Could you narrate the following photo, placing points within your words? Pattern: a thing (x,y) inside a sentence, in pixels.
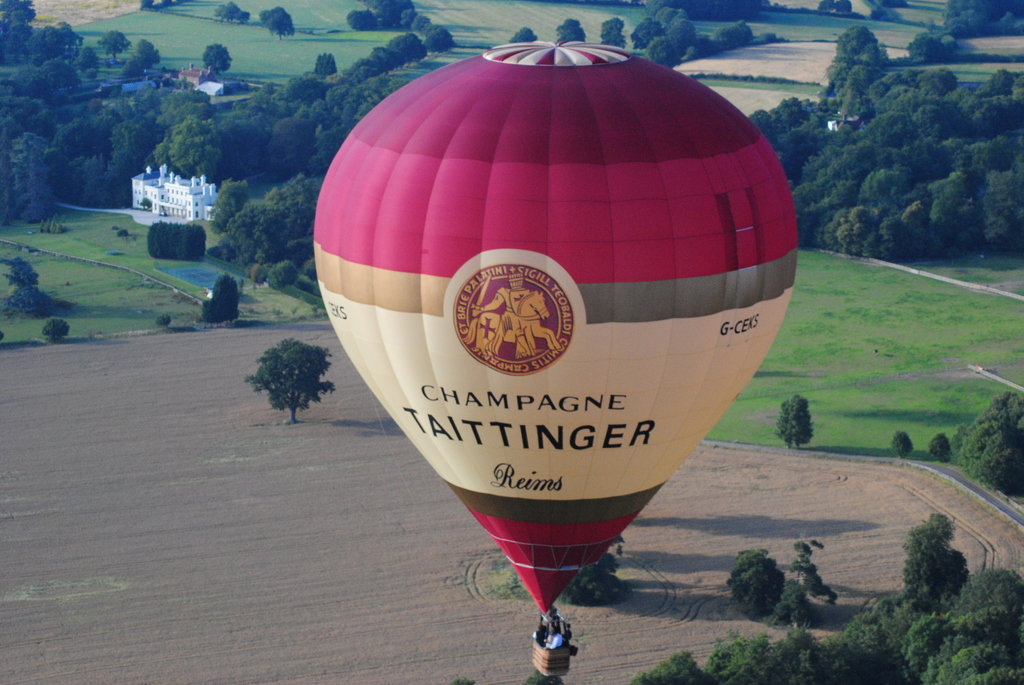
In this picture I can see group of people (561,639) standing in a wicker basket (556,653) of the hot air balloon (399,298), and in the background (254,167) there are houses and trees (883,153).
